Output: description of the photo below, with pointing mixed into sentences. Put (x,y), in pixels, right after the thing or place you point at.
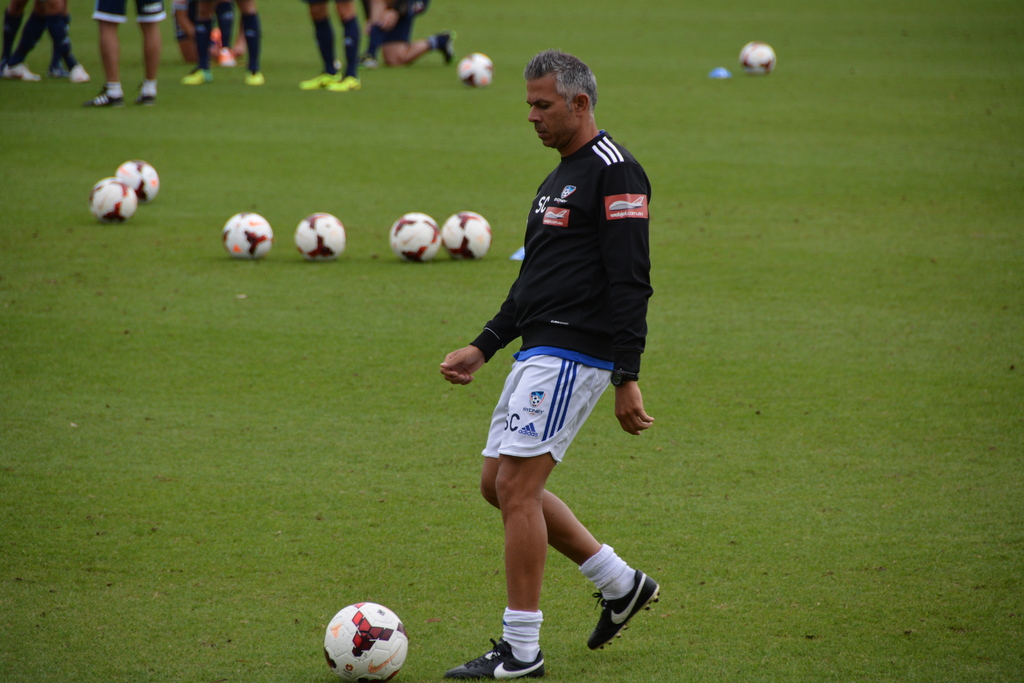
In this image there is a ground (68,646), on the ground (68,646) there are some balls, there is a person (577,337), at the top (153,48) I can see few person's legs (412,40).
